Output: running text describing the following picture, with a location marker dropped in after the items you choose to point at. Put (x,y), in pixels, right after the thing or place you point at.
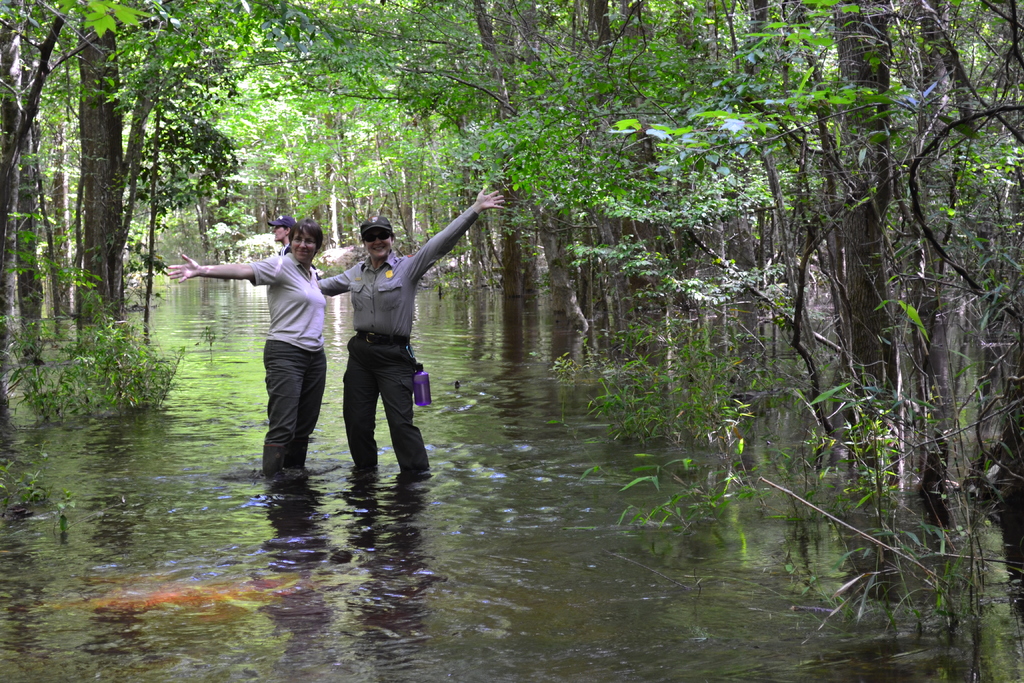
In the image there are three people (306,252) standing in the water (253,441). In the background (345,240) there are many trees (661,307).
